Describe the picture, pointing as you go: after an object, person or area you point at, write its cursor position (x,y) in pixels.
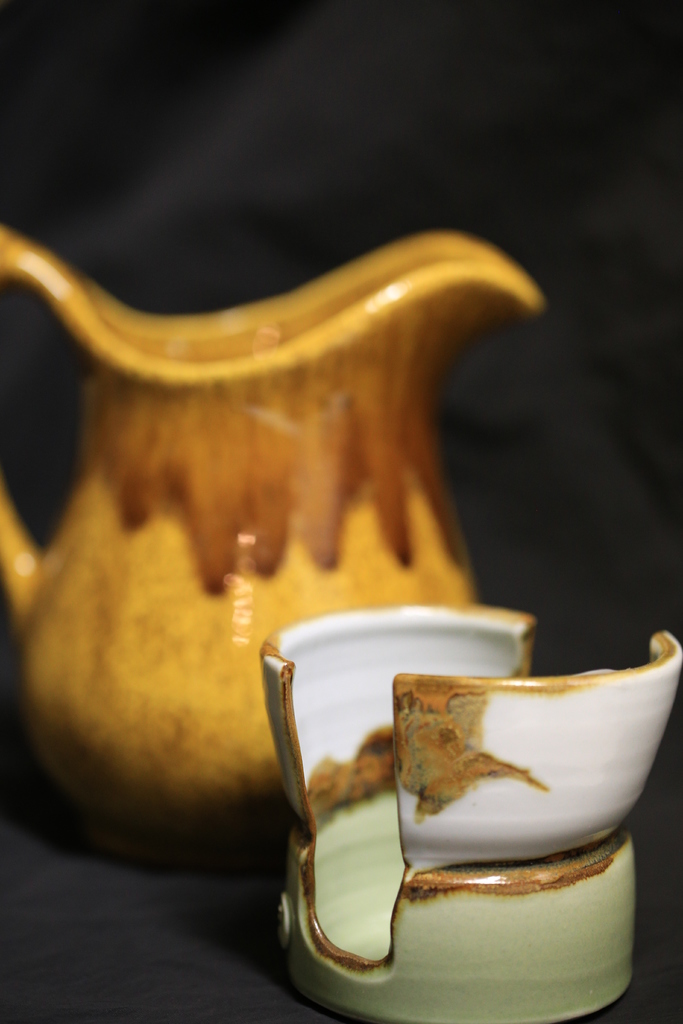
In this image we can see a cup (343,922) kept on the black color surface (181,934). The background of the image (391,488) is dark and slightly blurred, where we can see a jar (196,452) kept on the surface (44,902).
